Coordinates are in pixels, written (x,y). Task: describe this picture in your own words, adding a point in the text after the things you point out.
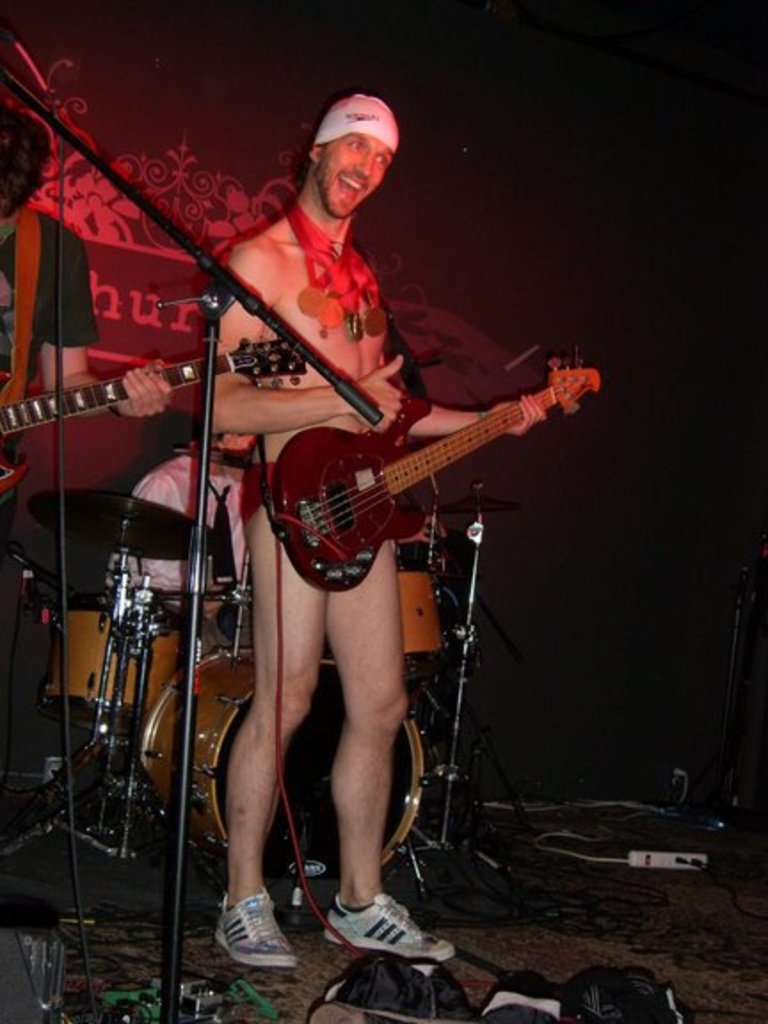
In this picture a guy (242,323) is playing a guitar (342,548) and beside him a guy (83,326) is singing with a mic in front of him. The picture is clicked in a musical concert.
